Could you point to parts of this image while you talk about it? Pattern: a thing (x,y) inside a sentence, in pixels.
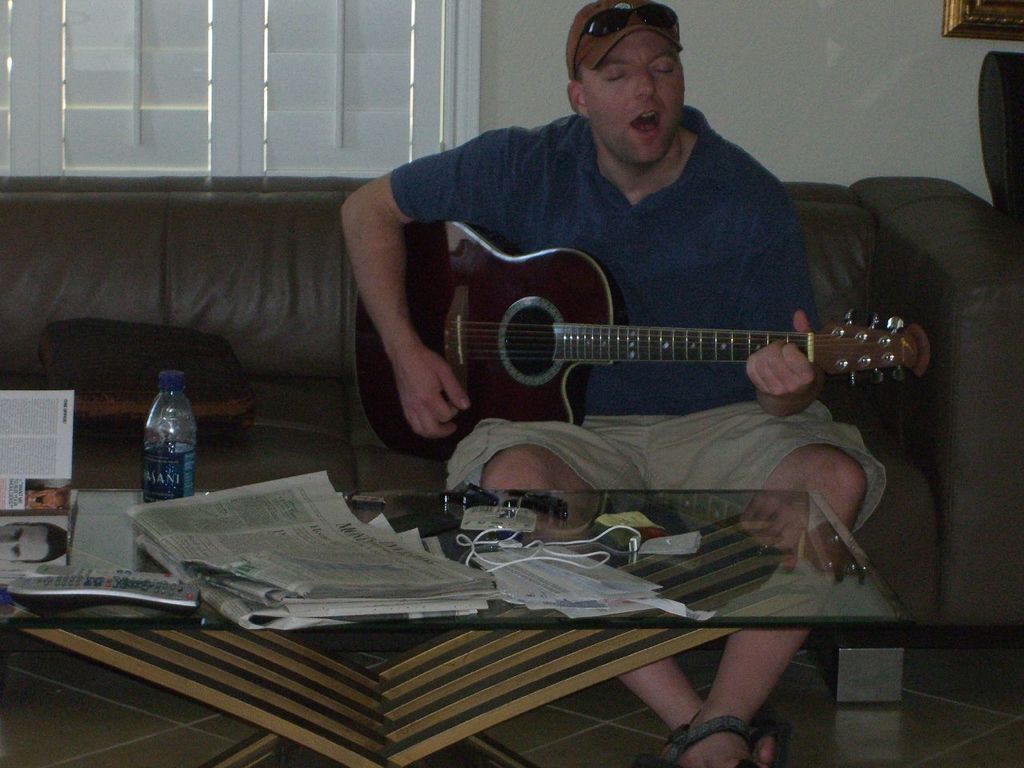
In this image i can see a man (682,437) playing guitar (489,297), there are few papers (500,560), bottles (170,436) on a table (753,541) at the back ground (360,72) i can see a window (394,36) and a wall (517,41).
